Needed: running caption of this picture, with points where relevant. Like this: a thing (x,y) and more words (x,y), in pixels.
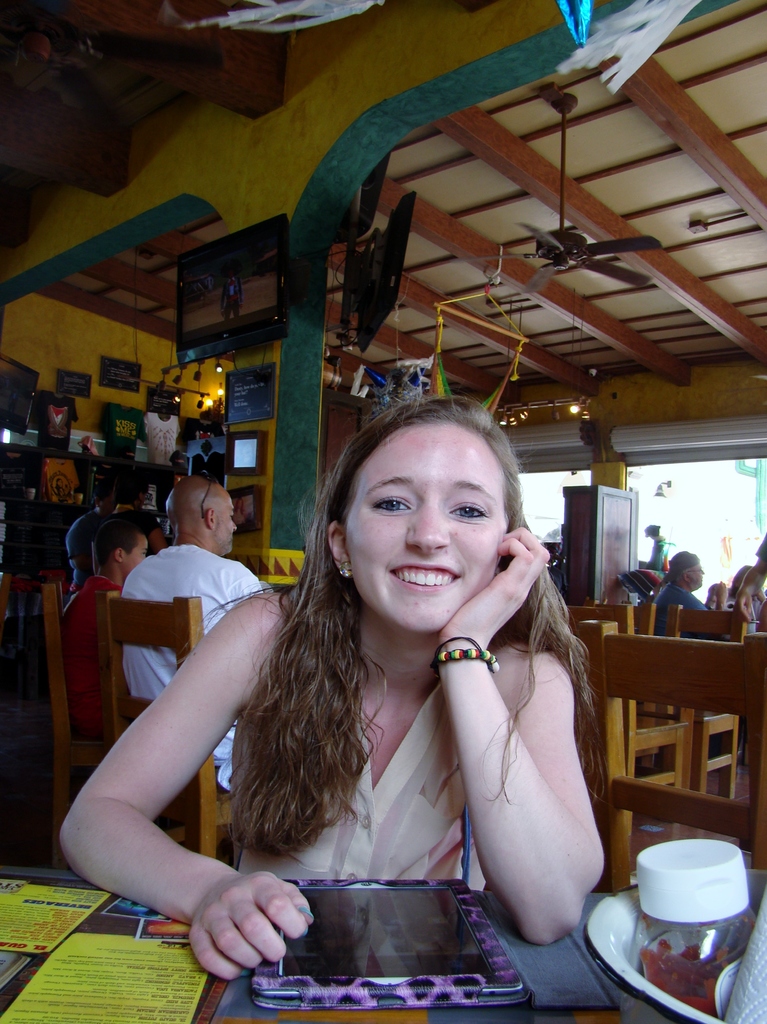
In this picture I can see a woman (403,789) at the bottom (434,774) and there is a tab (342,948) on the table (581,1012). In the background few persons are sitting on the chairs (619,731), at the top (531,229) there is a fan (619,249). On the left side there are televisions (390,272).
